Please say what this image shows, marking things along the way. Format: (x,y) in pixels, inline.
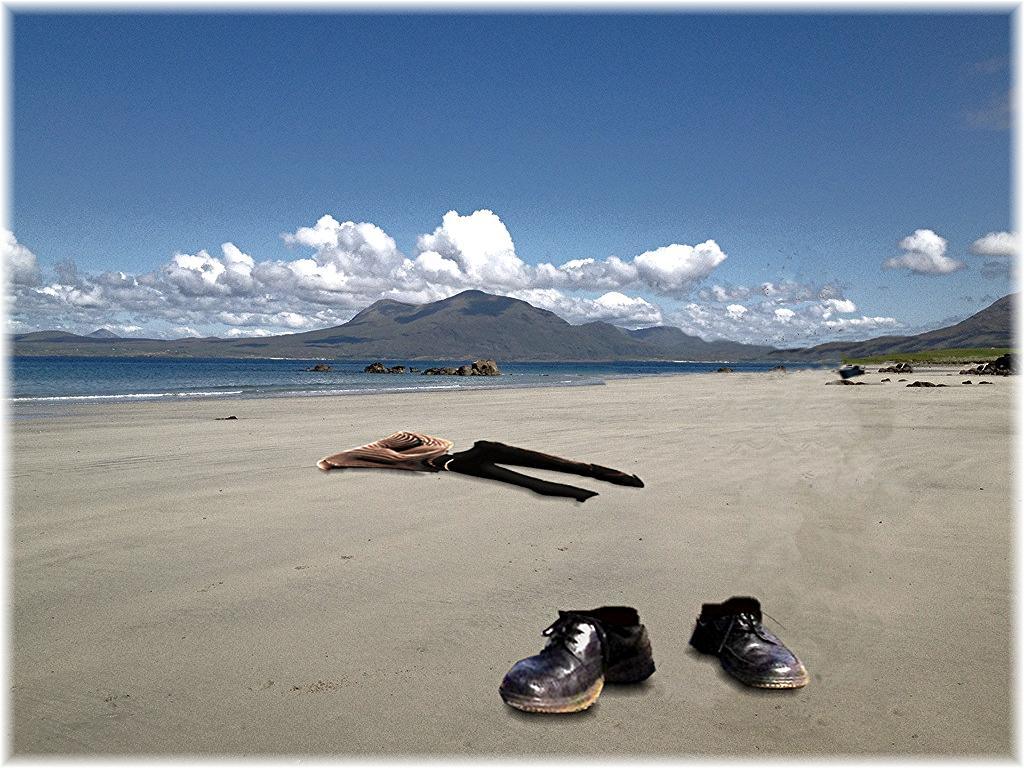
In this image there are shoes (617,639) and clothes (475,468) on the surface (454,482) of the sand (454,482), in the background of the image (264,376) there is water (225,368) and mountains (576,340).
